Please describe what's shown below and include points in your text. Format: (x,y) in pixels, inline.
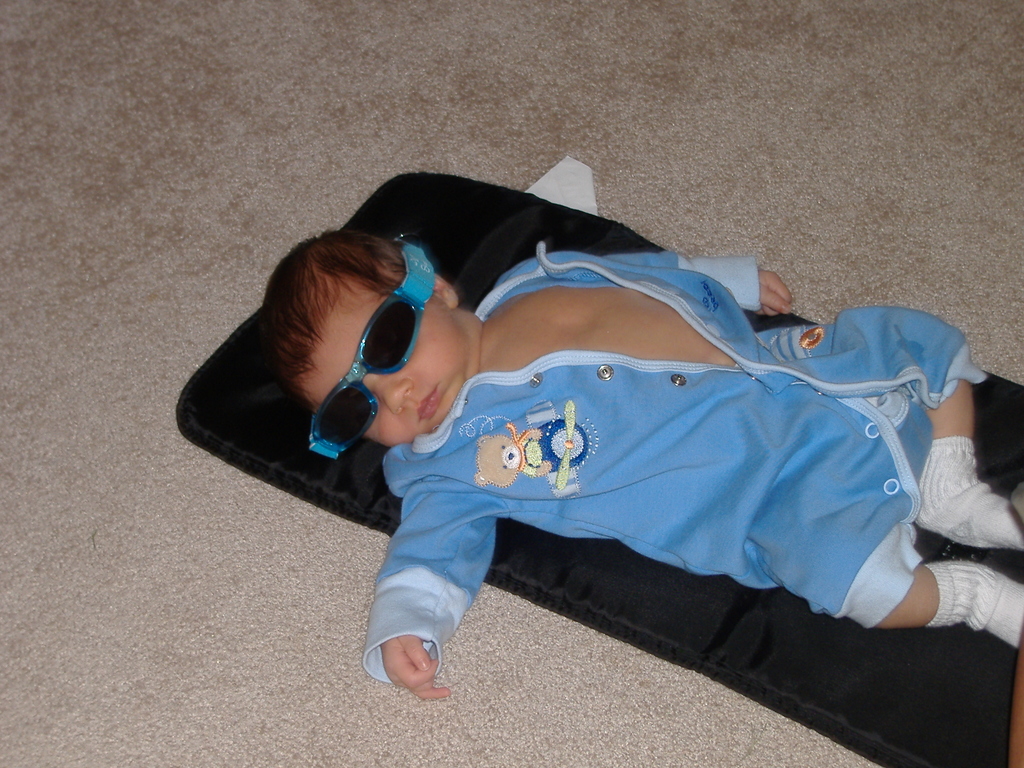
This picture seems to be clicked inside. On the right (703,302) there is a kid (387,428) wearing blue color dress (621,394), goggles (399,301) and lying on a black color object (561,541) which is placed on the ground (734,718).
